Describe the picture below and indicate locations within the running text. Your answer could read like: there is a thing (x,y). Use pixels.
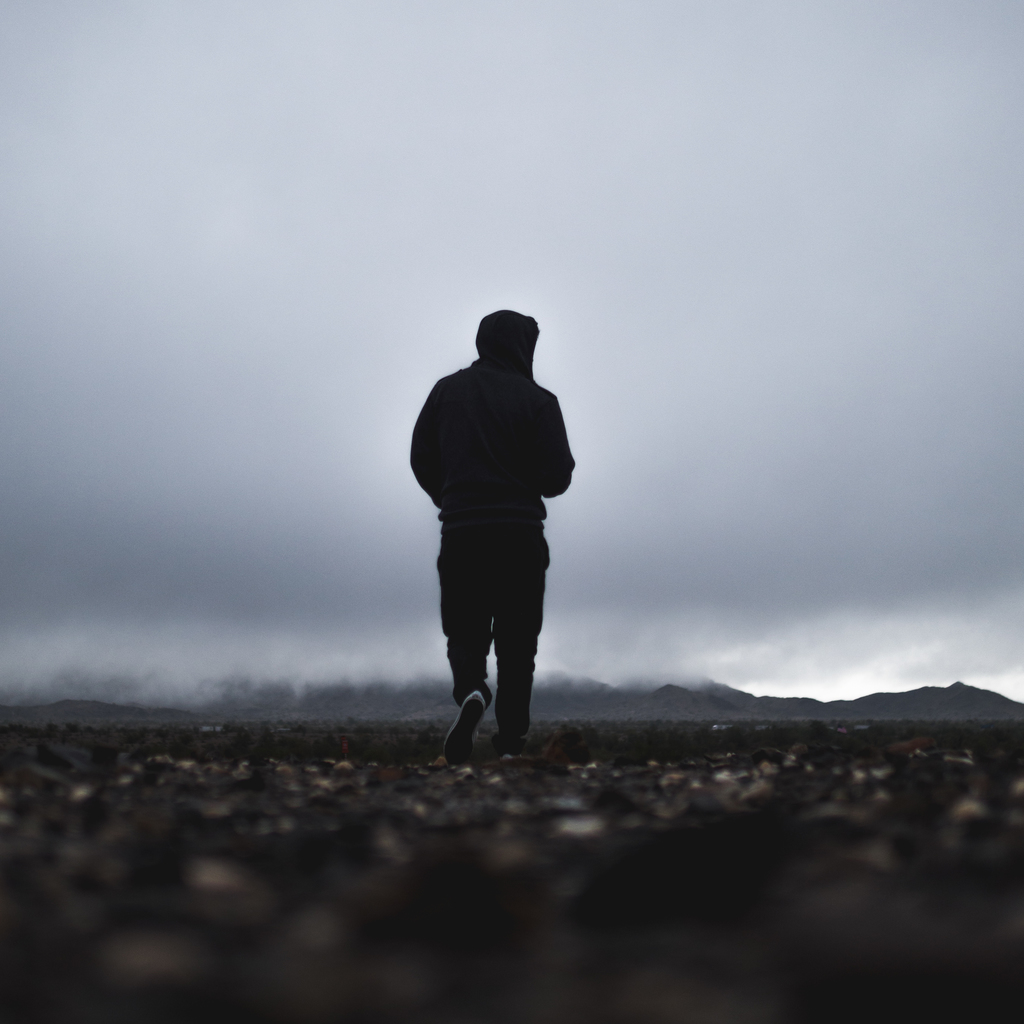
In this picture we can observe a person (483,399) walking on the land (478,764). He is wearing black color hoodie (480,432). In the background (641,704) there are hills (378,699) and a sky (334,253) with some clouds (571,257).
